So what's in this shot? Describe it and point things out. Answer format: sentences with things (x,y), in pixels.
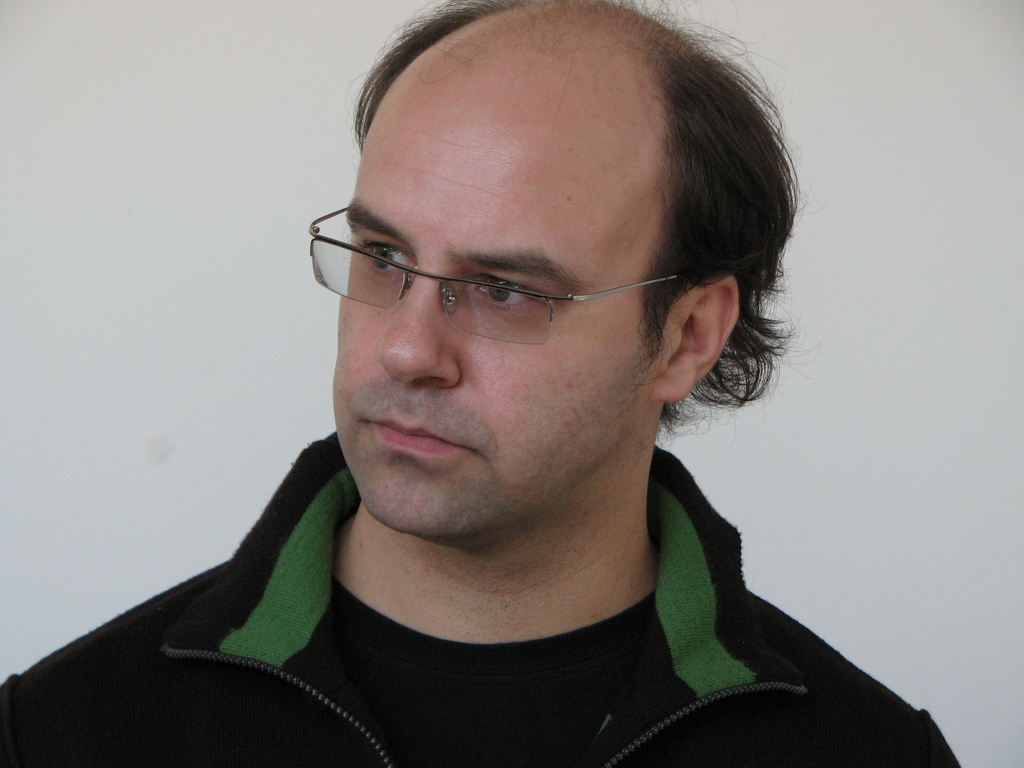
In the middle of this image (525,494), there is a person (676,672) in a black color jacket (319,707), watching something. And the background (941,485) is white in color.
